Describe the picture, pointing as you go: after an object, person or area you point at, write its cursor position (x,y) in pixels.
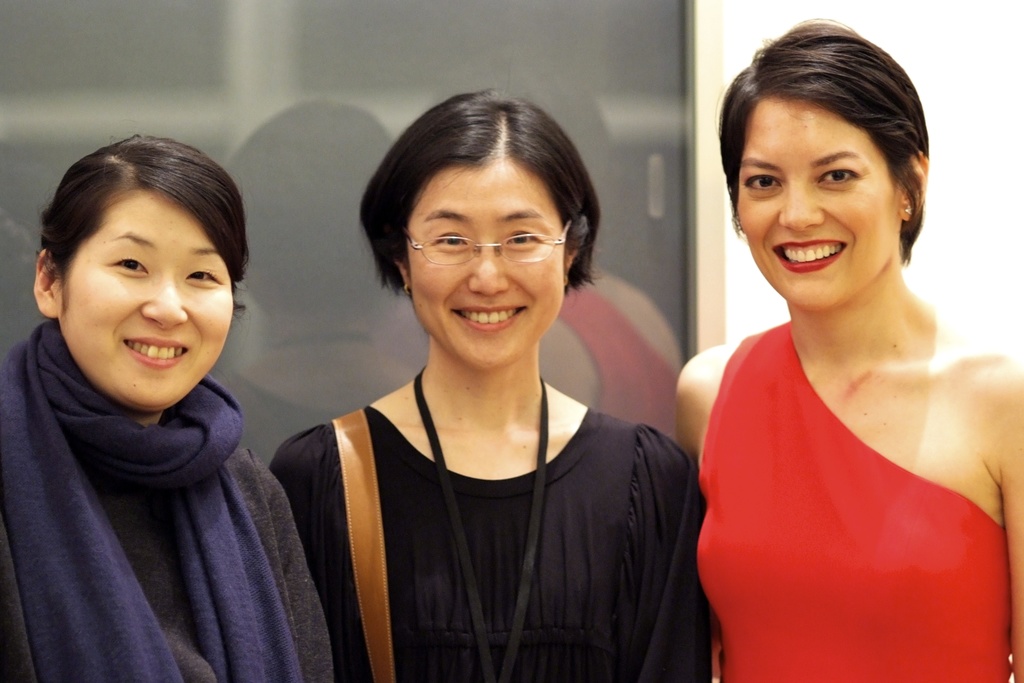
In the picture we can see three women (326,609) are standing together and smiling and first woman (309,618) is with black dress (136,511) and blue color cloth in her neck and second woman (664,621) is wearing a black dress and third woman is with red dress (718,582) and behind them we can see a glass wall (615,349) with a frame (712,189) to it.
